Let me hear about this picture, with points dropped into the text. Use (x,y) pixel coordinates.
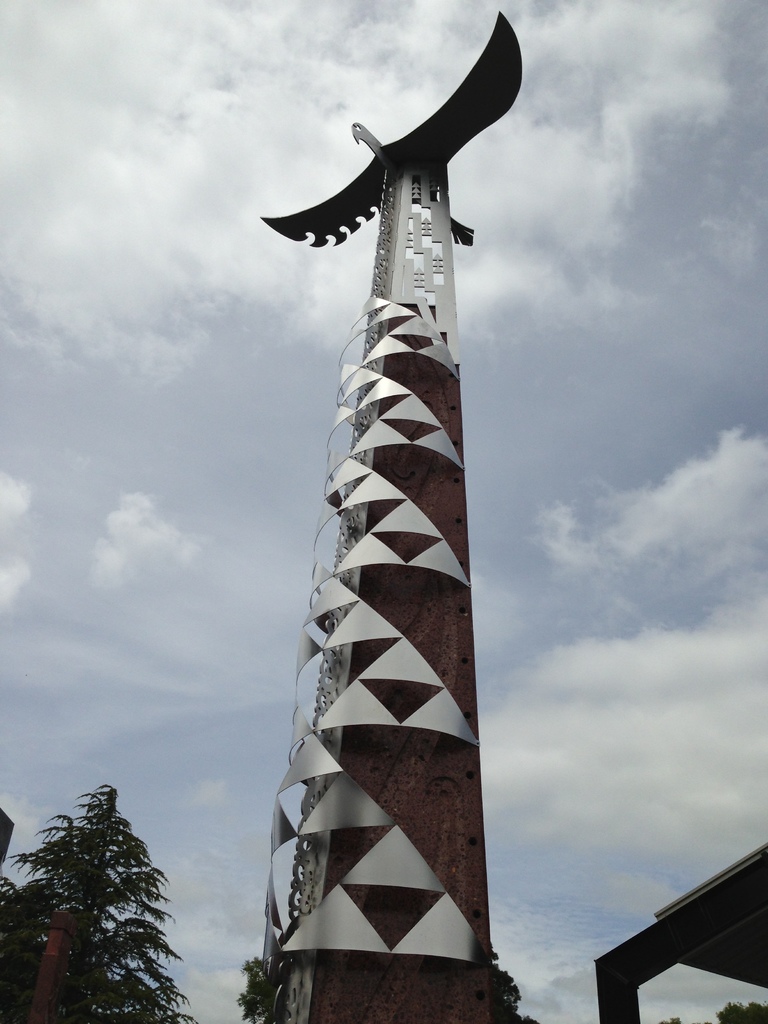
In this picture I can see the birds statue (405,153) which is placed on the top of this tower (380,687). In the bottom right (703,885) it might be the shed (707,917). In the bottom left (138,846) I can see the trees (57,841). In the background (687,409) I can see the sky (685,419) and clouds (513,198).
